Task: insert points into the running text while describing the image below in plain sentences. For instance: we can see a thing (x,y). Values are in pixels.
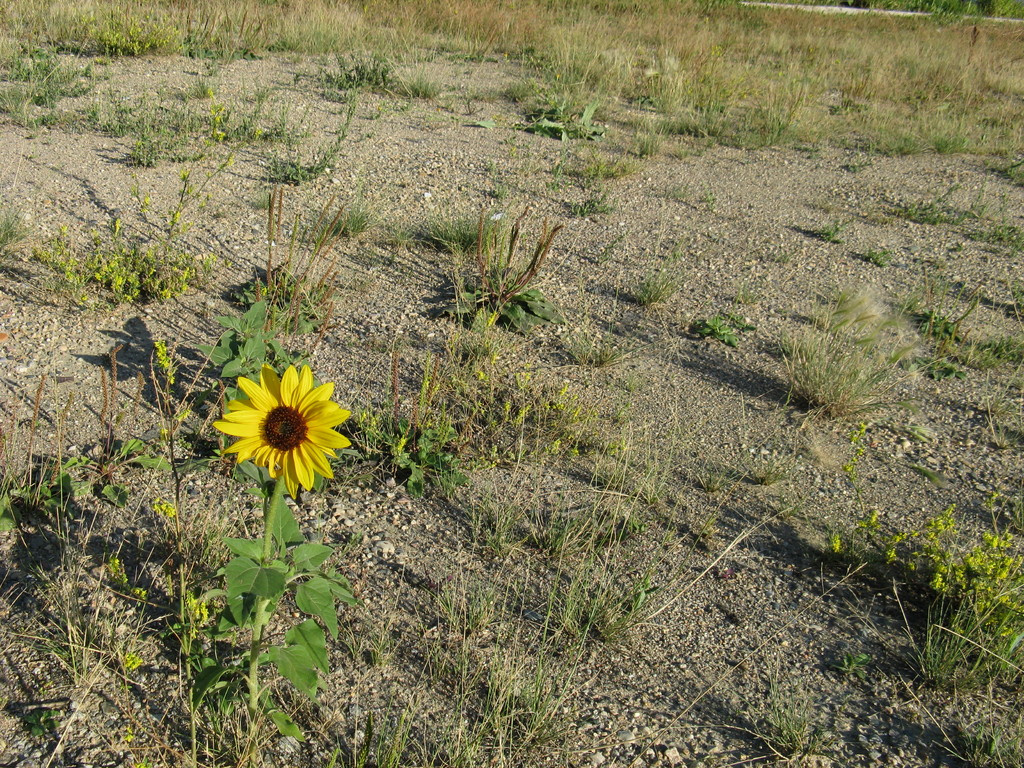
In this image we can see a plant (308,649) with a sunflower (338,421). We can also see some grass (721,486) and stones (762,671) on the ground (724,578).
